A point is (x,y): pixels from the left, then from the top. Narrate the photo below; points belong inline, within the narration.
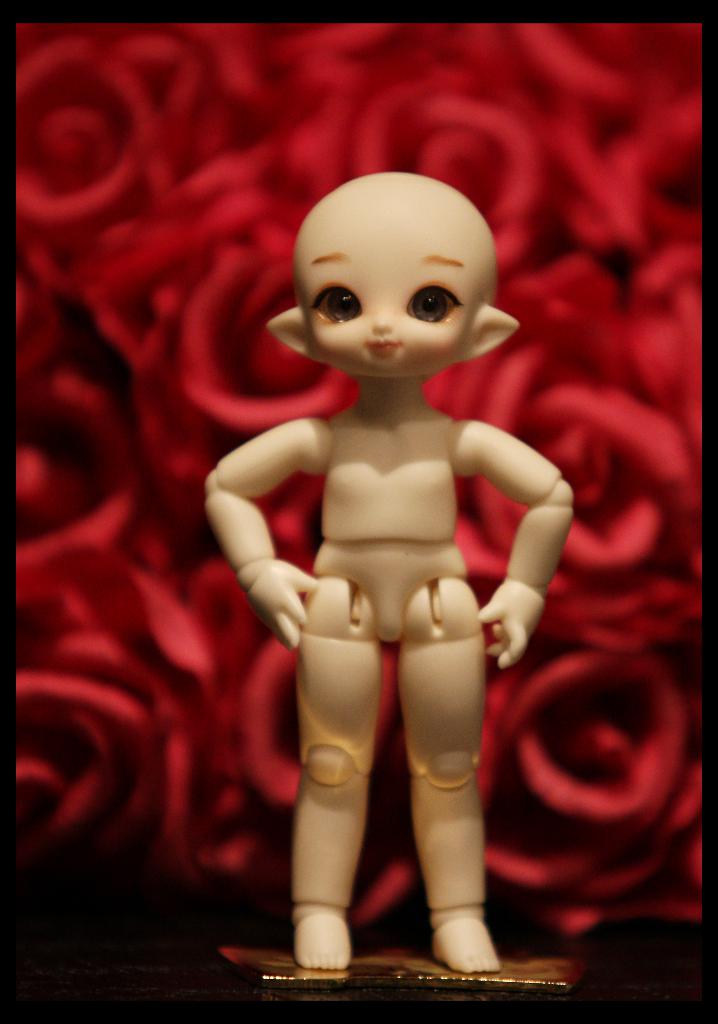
In the center of the image (425,462) we can see a doll (425,646). In the background (411,898) there are red roses (636,282).
